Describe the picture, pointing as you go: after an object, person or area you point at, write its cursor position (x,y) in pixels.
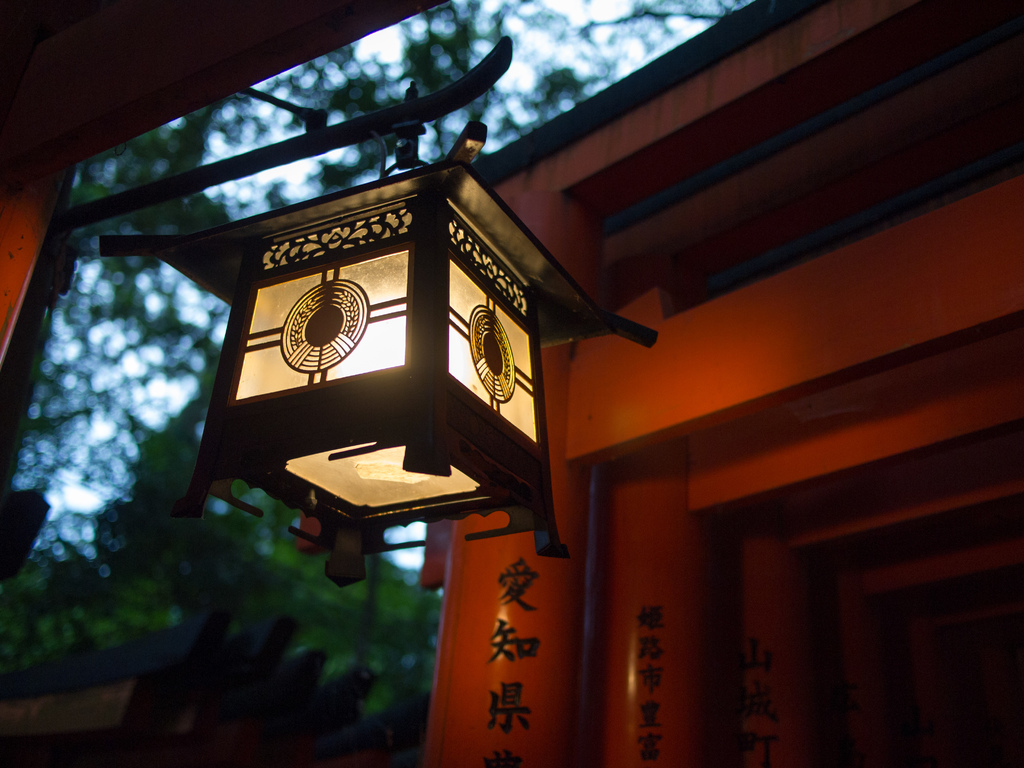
Here we can see light (261,422). On the background (622,627) we can see trees (250,549), pillars (679,633) and sky (93,275).
